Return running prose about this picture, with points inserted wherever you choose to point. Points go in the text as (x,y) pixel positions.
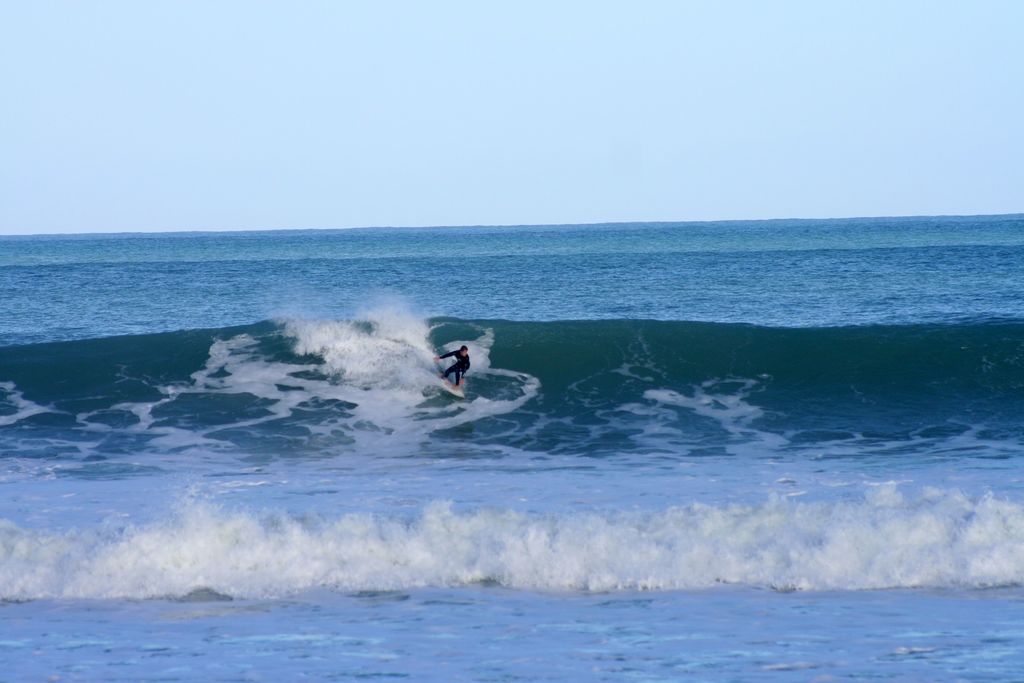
In this picture there is a boy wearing black color costume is doing the surfing board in the sea water (472,413). Behind there is a blue color sea water (359,282). On the top (310,183) we can see the sky (359,176).
